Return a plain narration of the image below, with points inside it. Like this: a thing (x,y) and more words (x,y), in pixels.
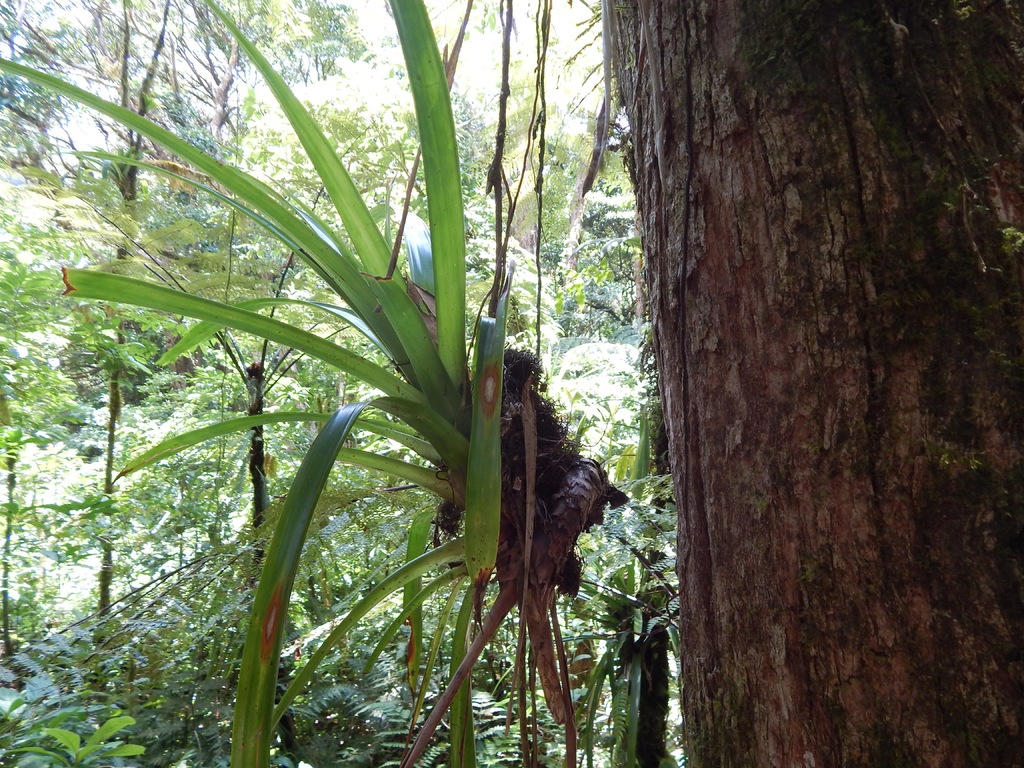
In this image we can see there are trees (241,531) and tree trunk (792,481).
